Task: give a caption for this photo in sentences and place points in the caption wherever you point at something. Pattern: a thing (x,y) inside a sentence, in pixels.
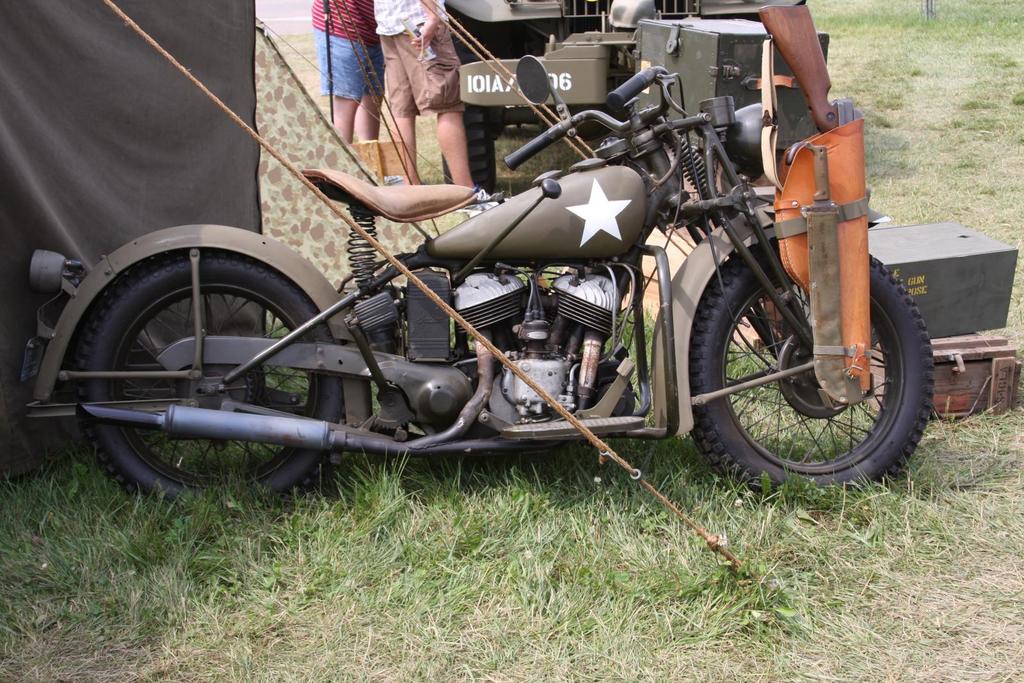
In this I can see a motorcycle (361,250) and a jeep (578,66) and I can see few wooden boxes (995,355) on the ground (1022,540) and I can see a gun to the motorcycle (769,279) and a knife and I can see a tent (114,107) on the left side (233,138) and couple of them (362,115) standing and I can see grass (937,83) on the ground (937,83).
